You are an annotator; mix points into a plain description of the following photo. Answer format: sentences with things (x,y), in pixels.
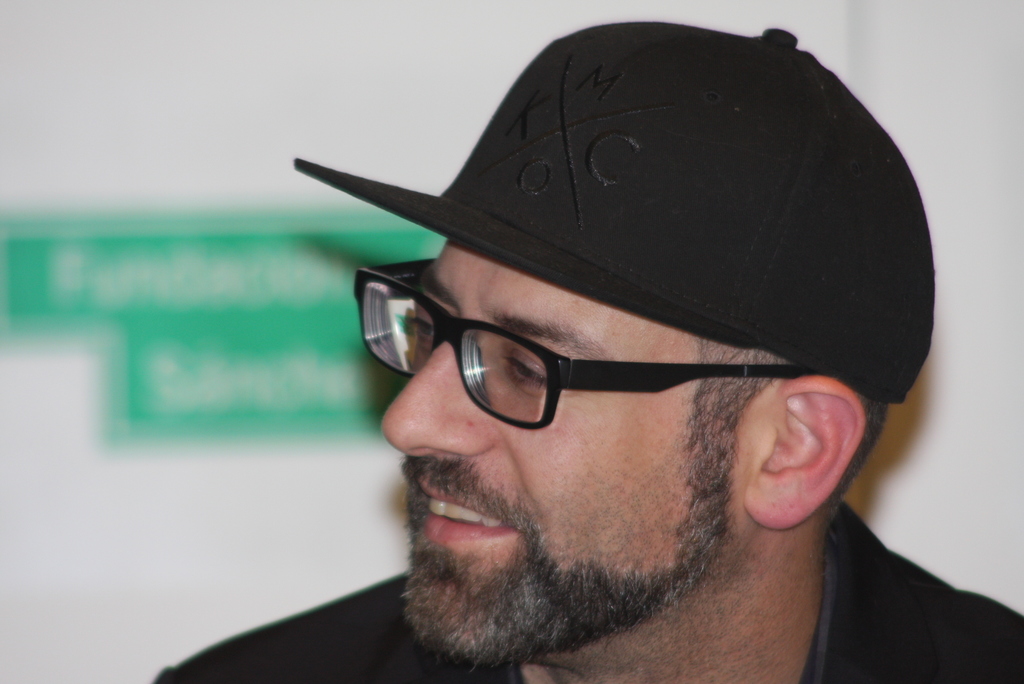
In the image here is a man (674,499) he is wearing a black hat (660,215) and spectacles (469,373), the background of the man (817,478) is blur.
